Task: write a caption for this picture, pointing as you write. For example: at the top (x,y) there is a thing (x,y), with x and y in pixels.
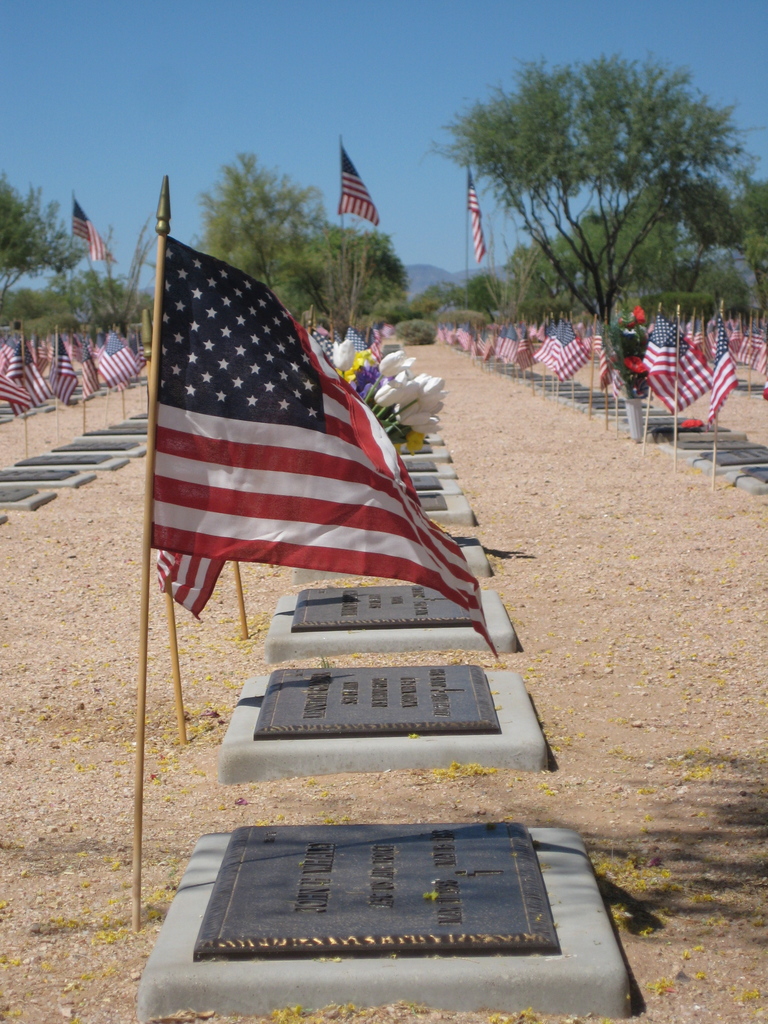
In this picture I can see there are few grave stones (347,849), there are few flagpoles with flags (206,381), soil (168,766) and in the backdrop (72,247) there are trees (542,190) and the sky (326,142) is clear.
